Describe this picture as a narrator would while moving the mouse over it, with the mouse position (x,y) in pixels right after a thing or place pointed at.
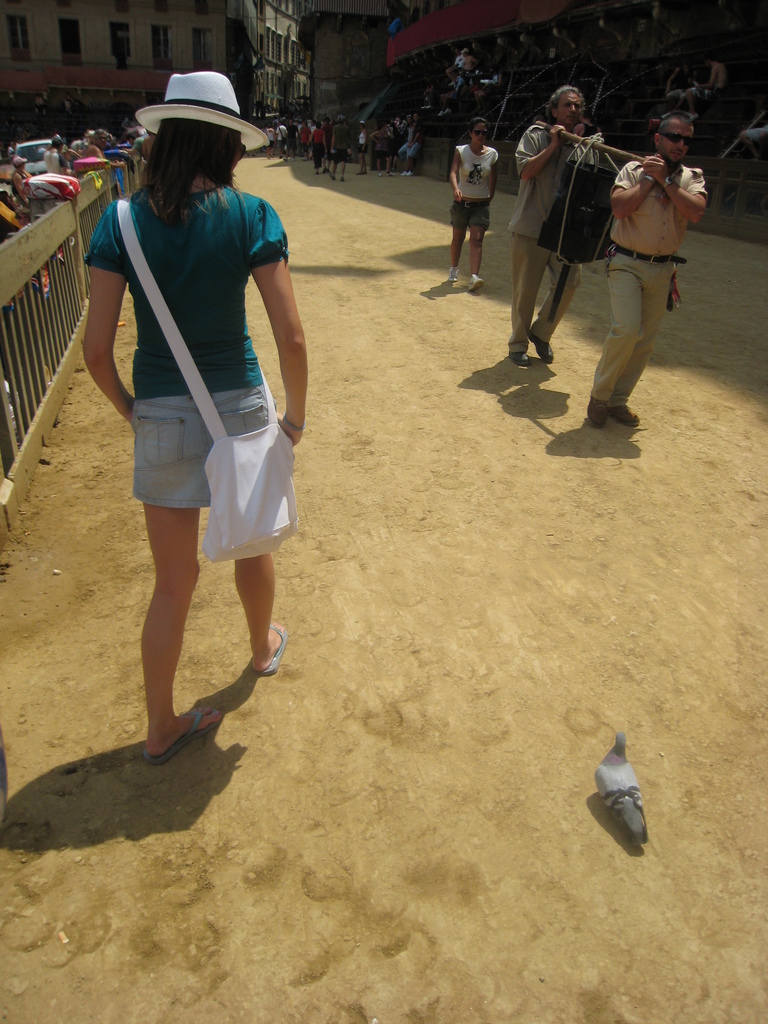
A person (187,309) is walking wearing a white hat (218,115), green t shirt (193,344), shorts (179,447) and a sling bag (277,537). There is a pigeon (602,774) and other people (349,153). At the left (65,239) there is a fencing (52,235) and buildings (112,65) are present at the back (85,114).
